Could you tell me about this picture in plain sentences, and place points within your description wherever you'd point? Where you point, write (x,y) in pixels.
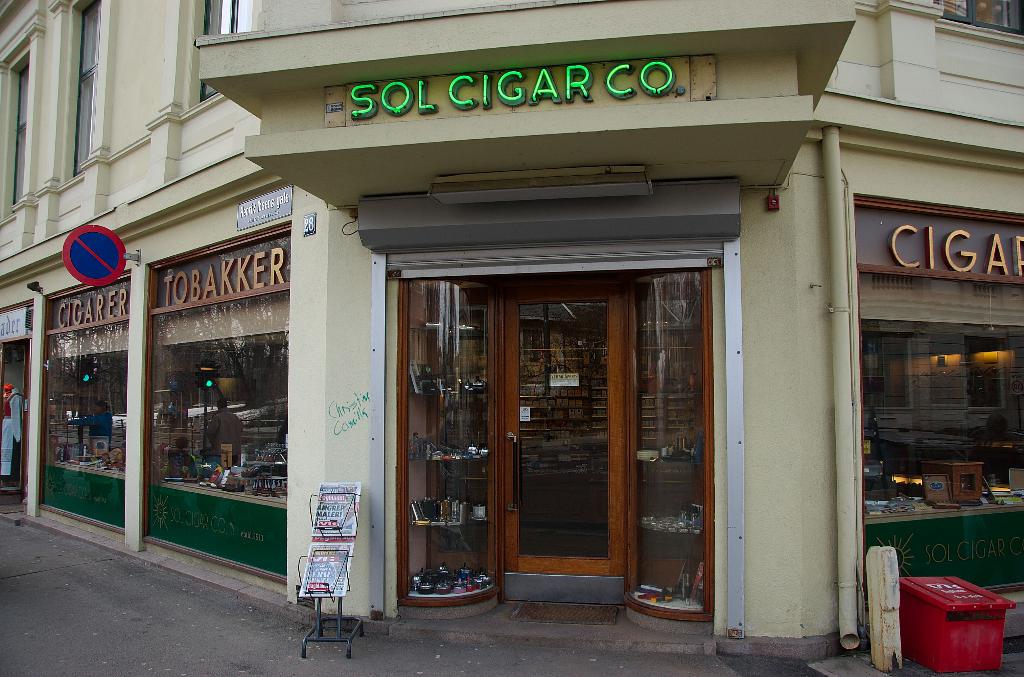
In this picture I can see a building (762,39) and I see a store (859,307) and I see the boards (1005,233) on which there are words (180,276) written and I see the path (47,594) in front (159,652). On the right side of this image (928,618) I see a red color container (959,615).
